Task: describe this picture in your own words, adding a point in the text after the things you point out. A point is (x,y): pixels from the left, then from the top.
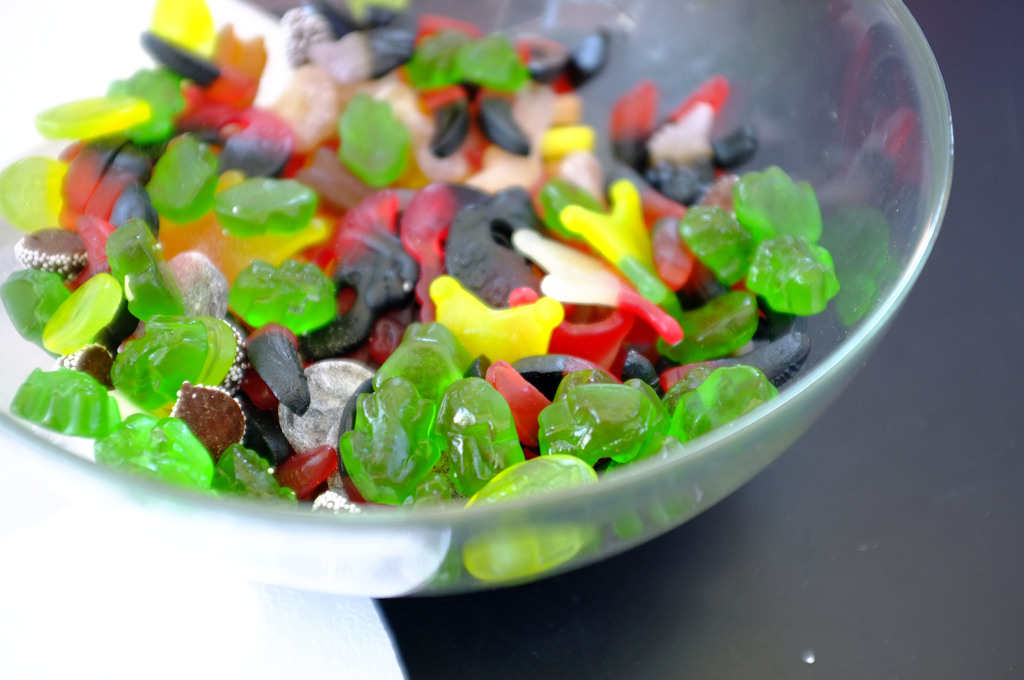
In this image I can see a candy (338,299) in the glass bowl (790,432). They are in different color.
